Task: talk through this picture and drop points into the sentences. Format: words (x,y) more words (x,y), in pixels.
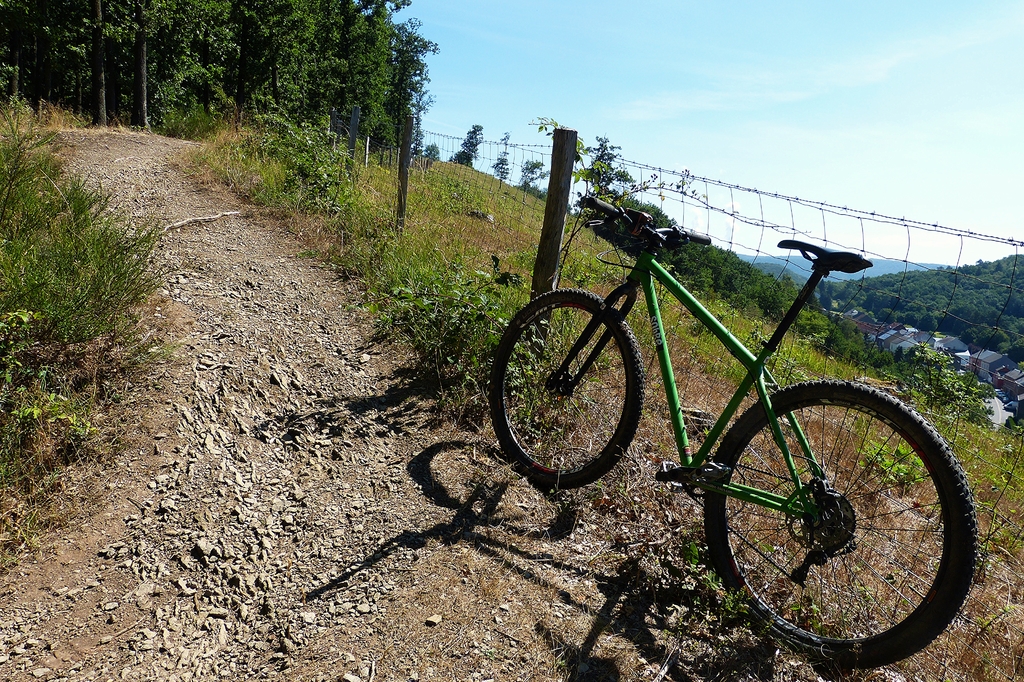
As we can see in the image there is a bicycle (635,364), grass (363,271), trees (1007,341), hills (972,302) and sky (751,79).
